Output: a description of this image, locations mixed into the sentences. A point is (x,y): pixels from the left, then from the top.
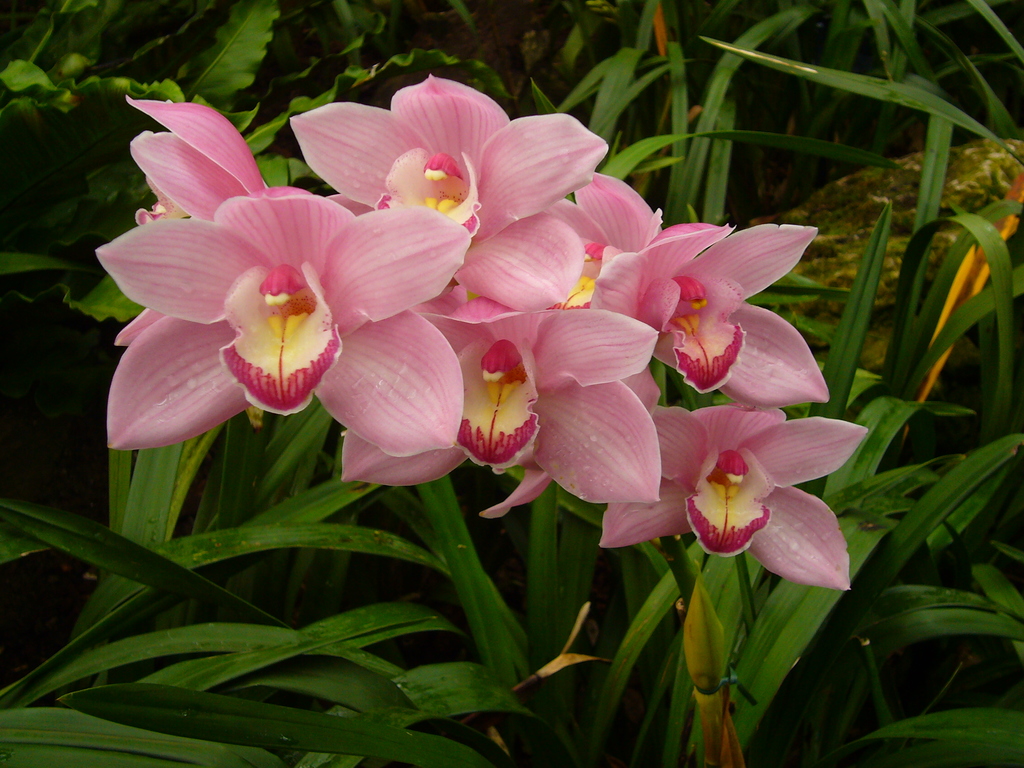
In this picture we can see a few pink flowers (796,460) on a plant (138,727).
